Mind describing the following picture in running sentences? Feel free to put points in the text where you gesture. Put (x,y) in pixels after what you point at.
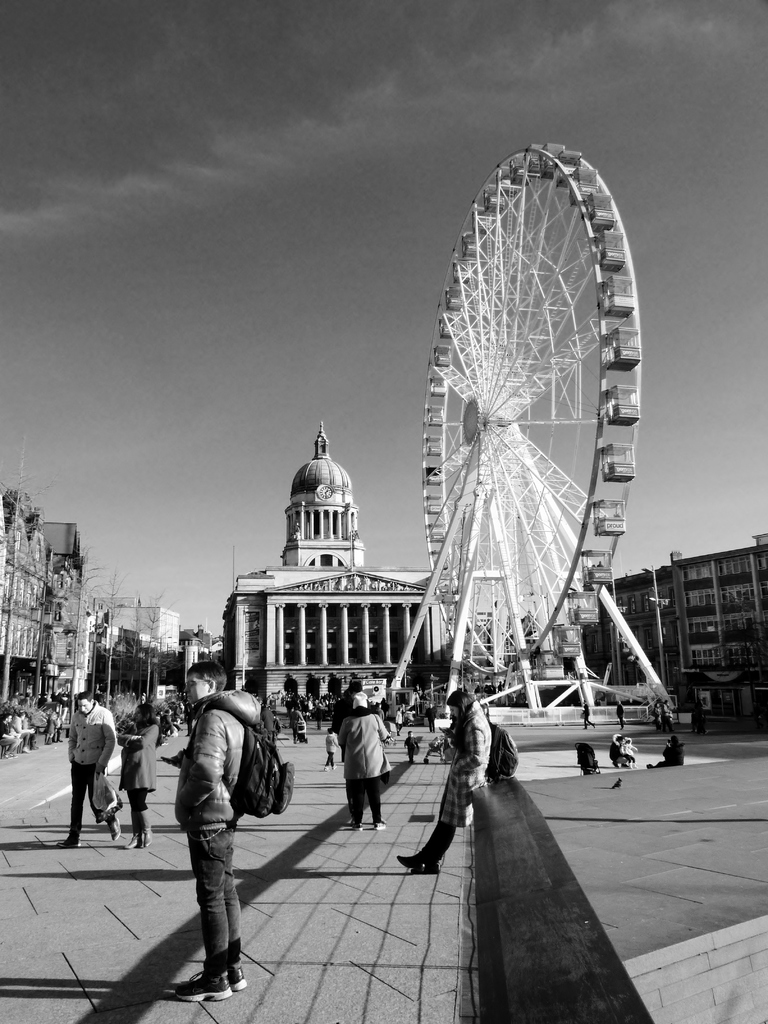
In this image we can see few people (308,716) standing on the road (152,885), two persons (228,728) are wearing backpack (259,754), there is a giant wheel (555,375), few buildings (286,611) and the sky (276,198) in the background (394,147).
